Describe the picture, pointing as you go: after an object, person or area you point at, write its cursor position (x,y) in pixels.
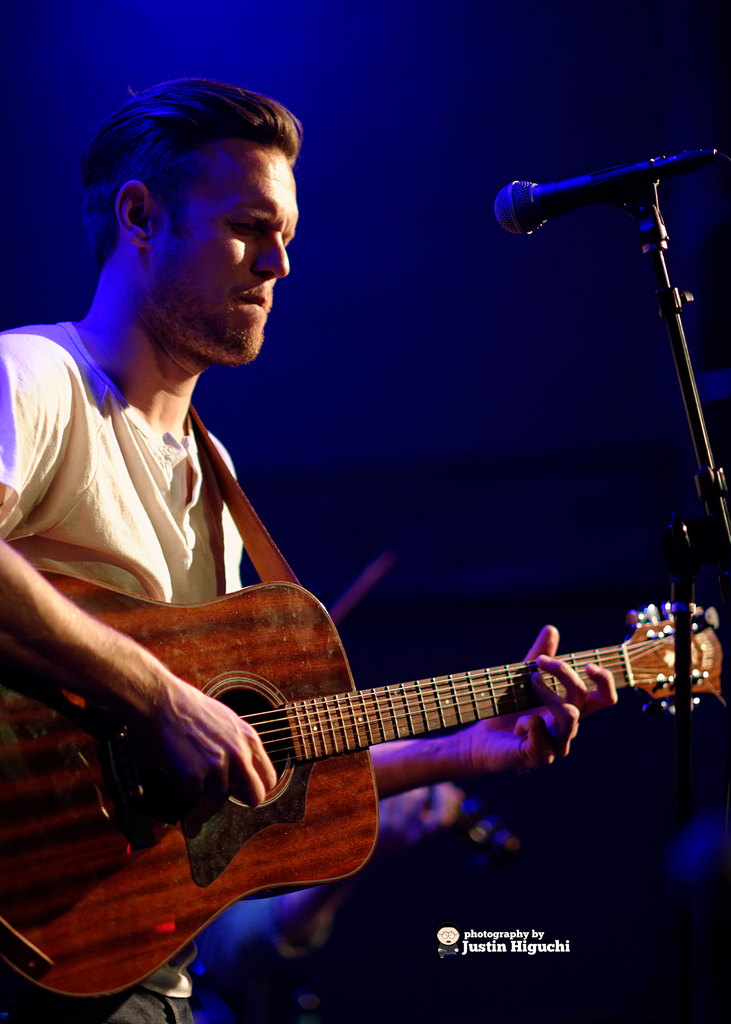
there is a person (142,458) playing guitar (284,735). in front of him there is a microphone (622,188) and its stand (666,264).
